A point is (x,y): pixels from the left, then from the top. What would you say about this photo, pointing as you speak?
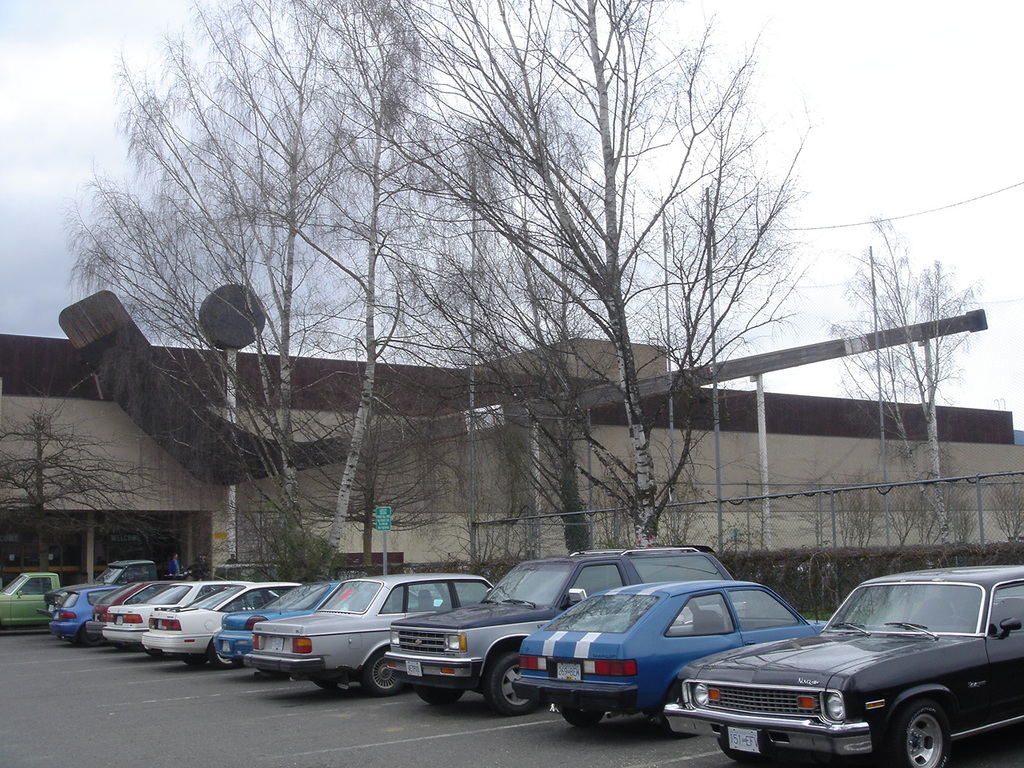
We can see vehicles (207,601) parking on the road (335,707), trees (41,442), boards (161,412) on poles (230,526) and fence (862,529). We can see building (56,444). In the background (1018,164) we can see sky (14,234).
